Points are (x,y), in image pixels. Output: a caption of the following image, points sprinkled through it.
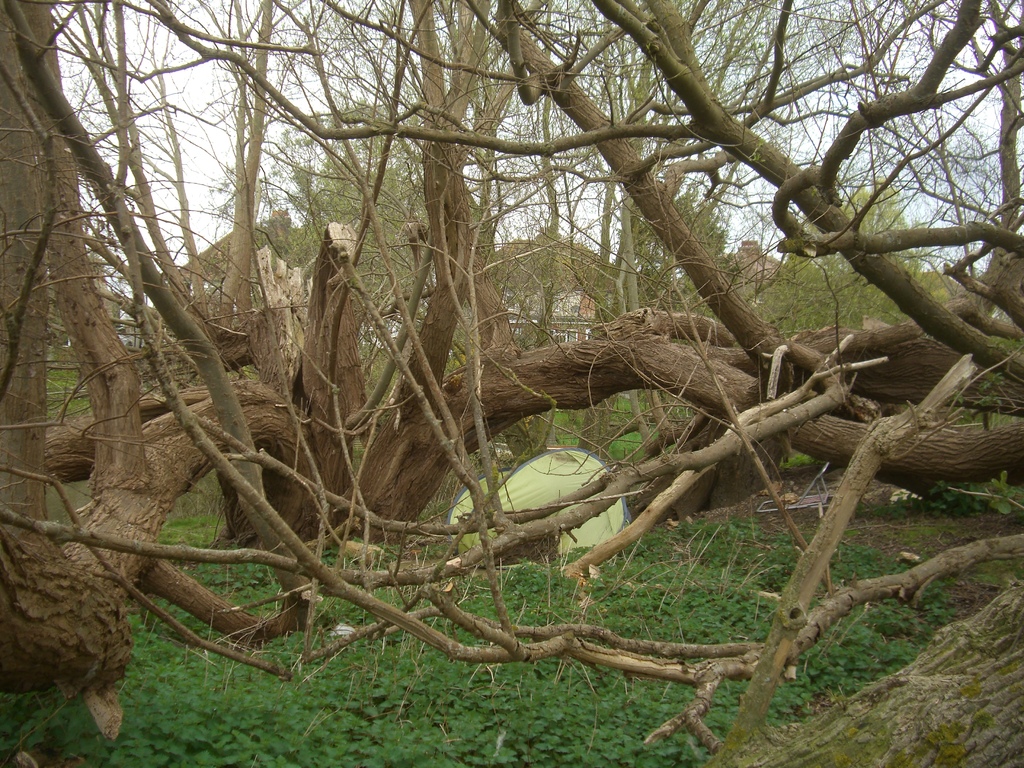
In this picture we can see trees (493,319) and grass (451,662).
